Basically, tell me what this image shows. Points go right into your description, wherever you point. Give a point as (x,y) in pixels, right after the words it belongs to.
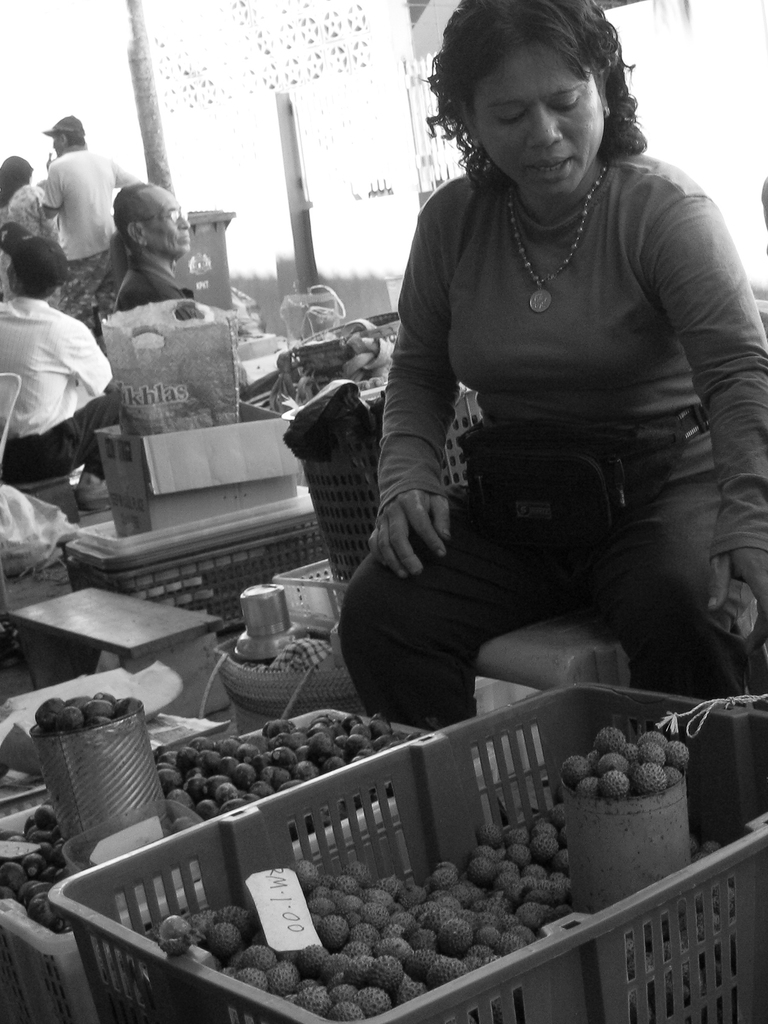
In this picture I can see at the bottom (673,775) it looks like there are fruits (435,889) in the boxes (392,855), on the right side (736,439) a woman (569,609) is sitting, on the left side (3,163) there are few persons (13,161).
